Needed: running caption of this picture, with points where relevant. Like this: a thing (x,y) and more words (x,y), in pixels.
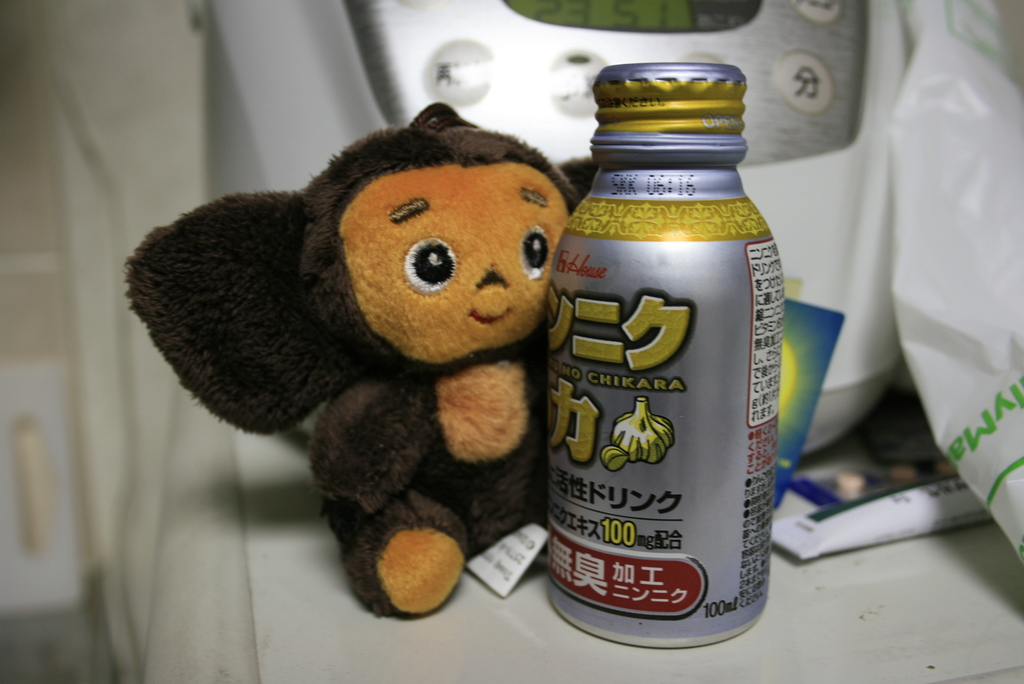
In this image we can see a doll (431,530) and a drink bottle (581,541) which is on the table (443,640) and at the background of the image (881,77) there is rice cooker (701,52).
